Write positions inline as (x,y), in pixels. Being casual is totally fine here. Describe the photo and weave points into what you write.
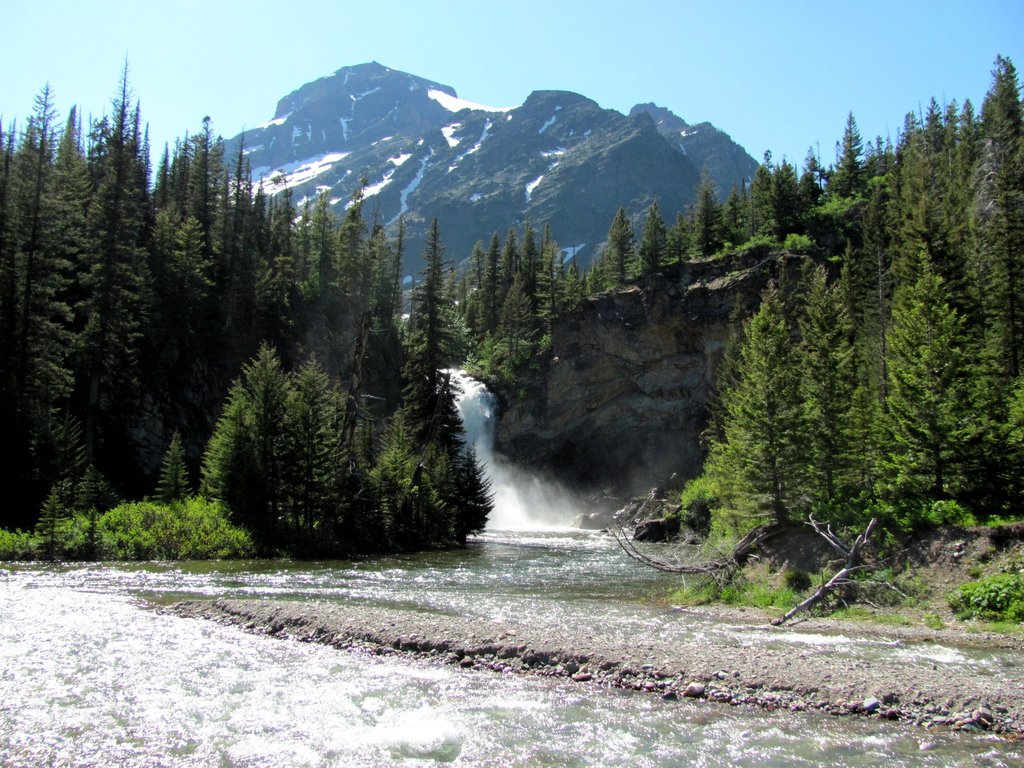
This picture is clicked outside the city. In the foreground (123,632) we can see a water body (543,593) and some plants (204,554). In the center (479,404) there is a waterfall (475,424) and we can see the trees (480,323) and some hills (670,162). In the background (625,36) there is a sky (169,13).
